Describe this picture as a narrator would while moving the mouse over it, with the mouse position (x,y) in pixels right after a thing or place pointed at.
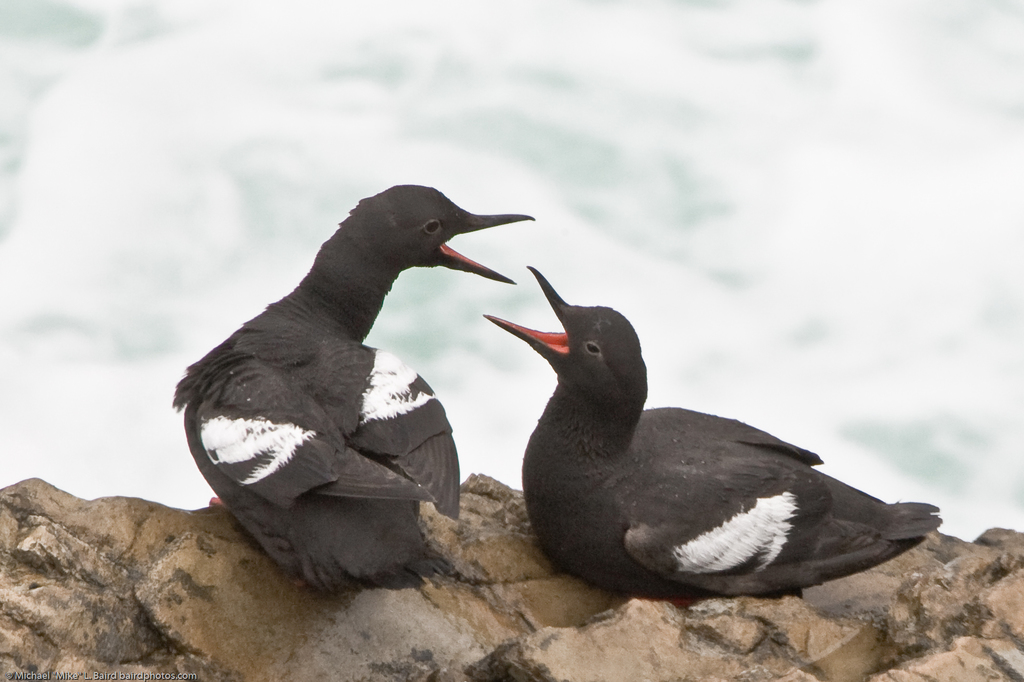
In this image two birds (914,535) are on the rock (534,642). Background (565,181) there is water (552,191).
